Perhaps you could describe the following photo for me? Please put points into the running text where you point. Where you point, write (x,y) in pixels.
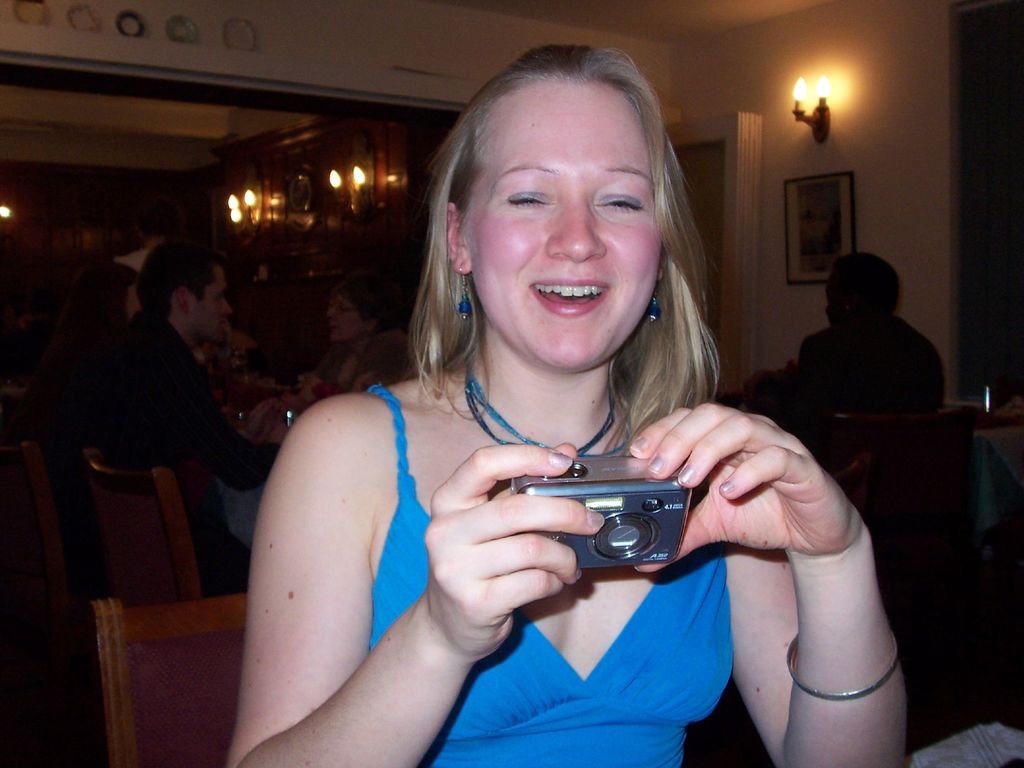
In this picture we can see a woman (816,471) who is holding a camera (677,502) with her hands (677,448). She is smiling. On the background (350,339) we can see some persons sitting on the chairs (184,563). This is the wall (881,169). And there is a frame (830,259). And these are the lights (367,180).
